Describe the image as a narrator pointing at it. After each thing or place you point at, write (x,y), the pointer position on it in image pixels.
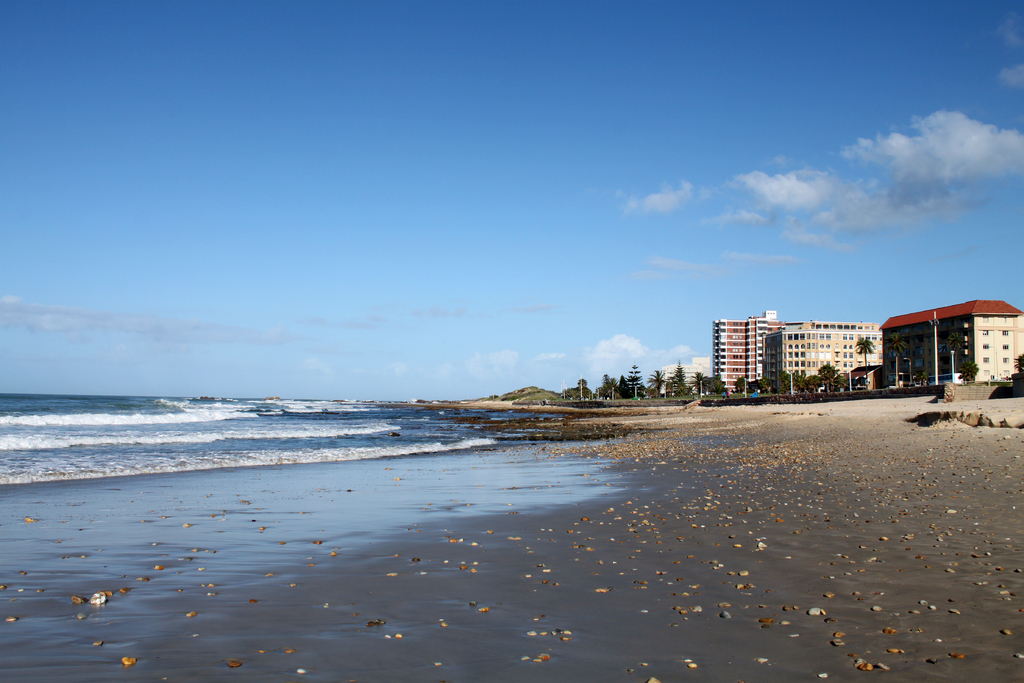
In this picture I see the water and I see the sand (855,477) on which there are few stones (762,544) and in the background (567,398) I see number of buildings (763,348) and the trees (868,345) and I see the clear sky (634,187).
